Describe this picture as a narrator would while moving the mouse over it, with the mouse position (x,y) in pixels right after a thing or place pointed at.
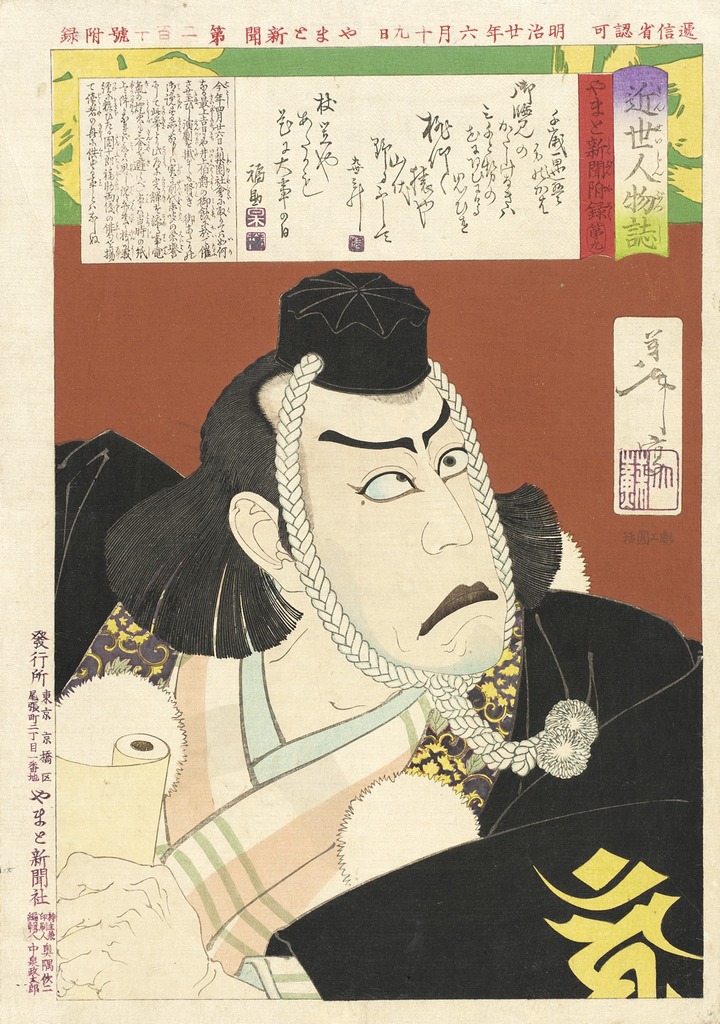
In this image there is a cartoon photograph (388,329) published in a newspaper (316,642).
